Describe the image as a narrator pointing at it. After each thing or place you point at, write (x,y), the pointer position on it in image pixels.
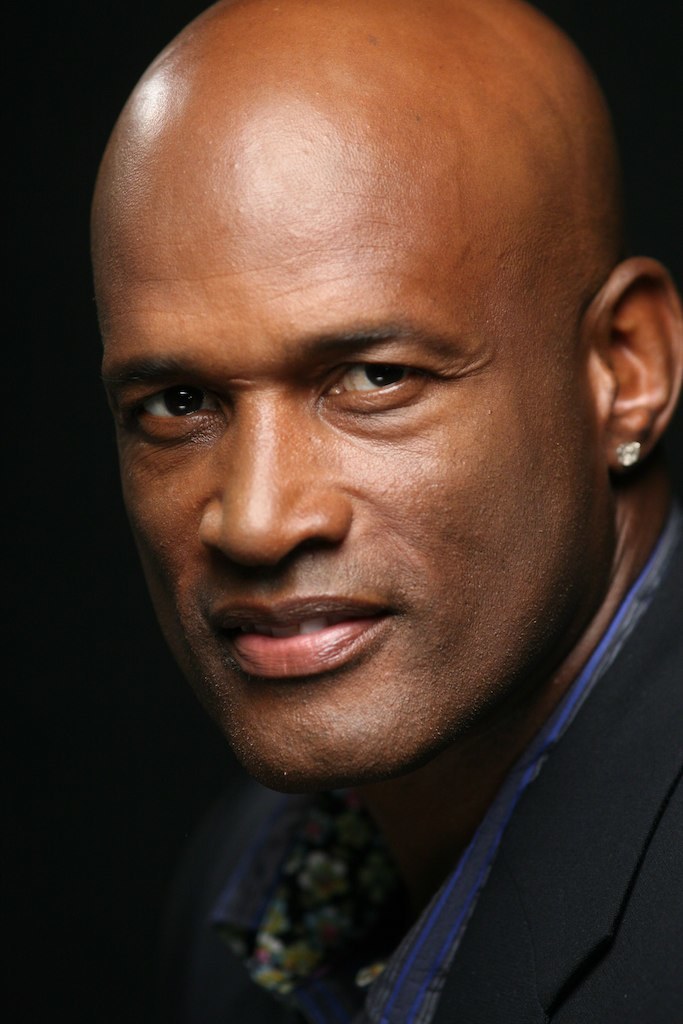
This person (362,470) is smiling. Background (86,7) it is dark.
